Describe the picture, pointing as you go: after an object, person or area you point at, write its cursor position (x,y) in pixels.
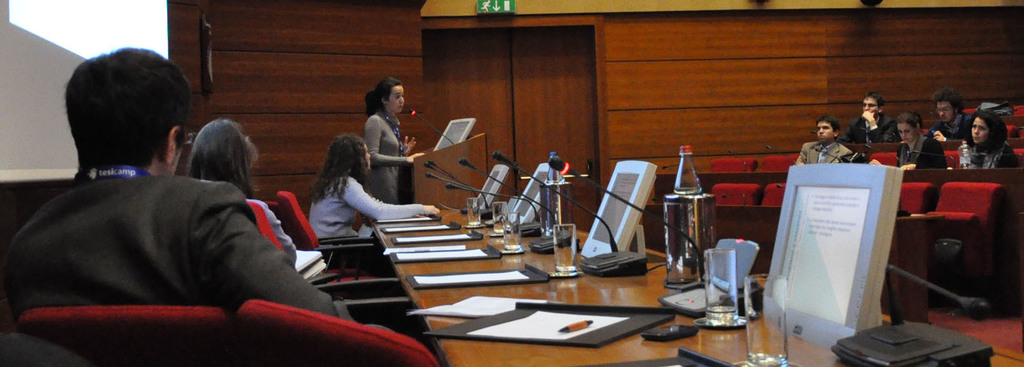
In this image I can see group of people (83,283) sitting and I can also see few screens (536,204), microphones (668,225), bottles (691,260), papers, glasses (707,318) on the table (463,358). In the background (412,141) I can see the person (394,149) standing in front of the podium (475,163) and I can also see the projection screen (120,32) and I can see the wooden wall (408,62) and the wall (620,64) is in brown color.
